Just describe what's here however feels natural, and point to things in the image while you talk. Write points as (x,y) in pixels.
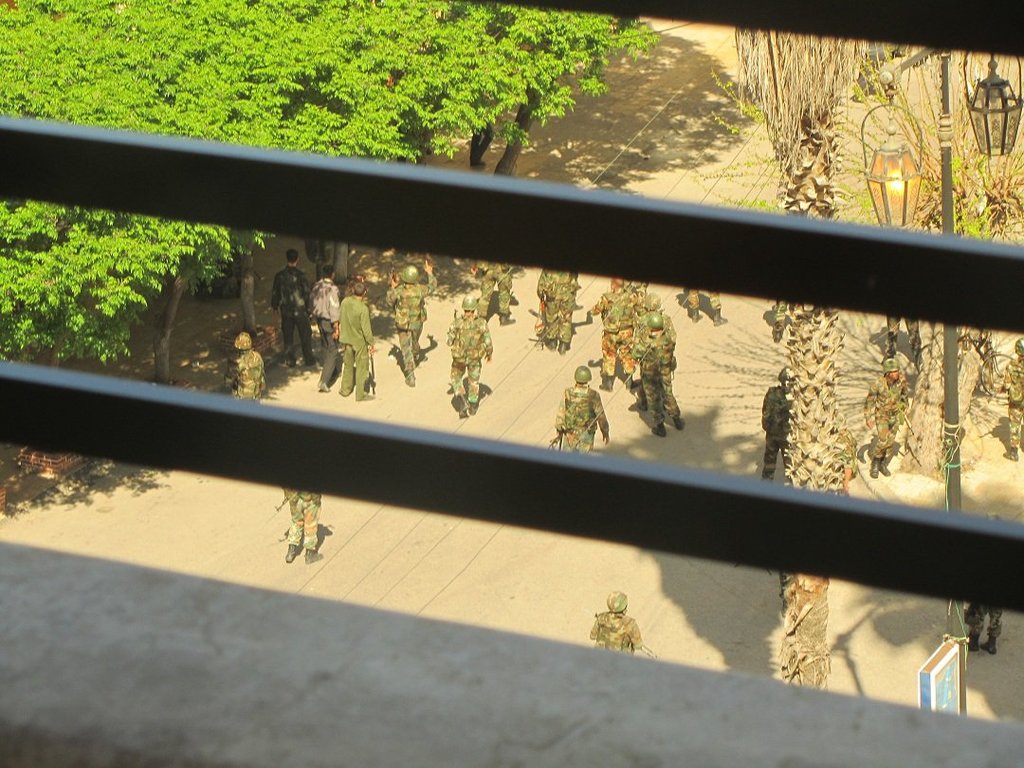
In this picture I can observe black color railing (630,196) in the middle of the picture (672,482). In the background (656,362) I can observe some soldiers (605,332) on the road (517,359). There are some trees (267,123) on the left side (153,133).
